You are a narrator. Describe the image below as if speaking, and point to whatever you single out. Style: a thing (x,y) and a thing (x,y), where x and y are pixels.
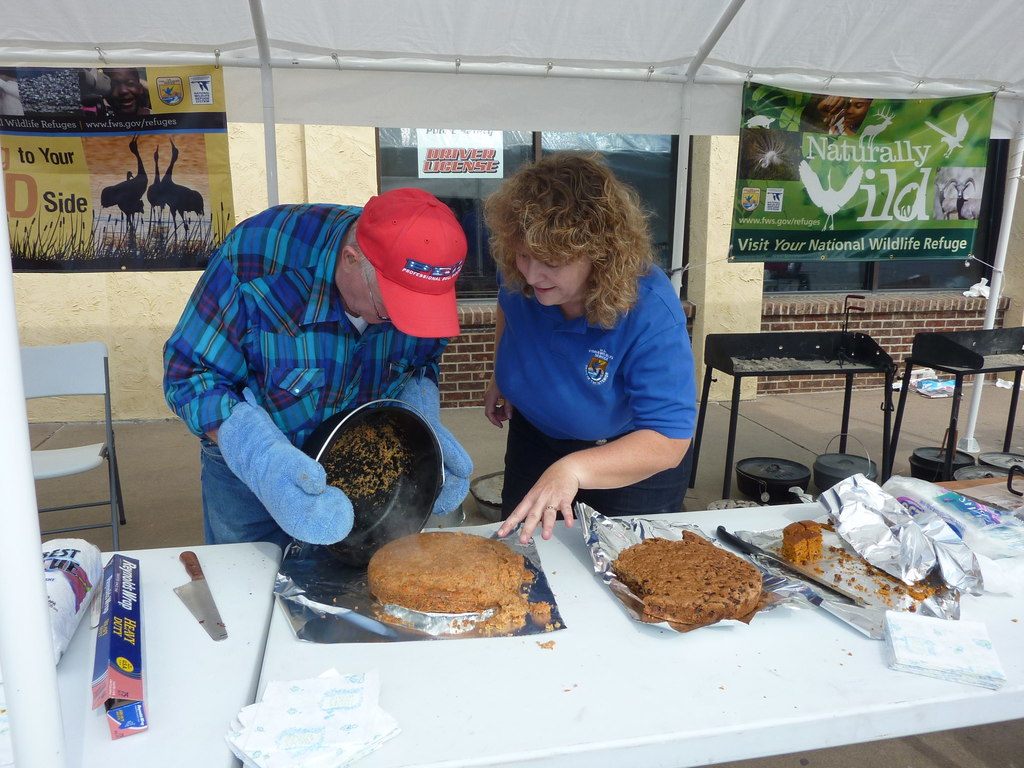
Here I can see two tables (586,701) on which some food items (717,577), boxes (116,588), knife (189,553), tissue papers (893,645) and some other objects (492,623) are placed. Behind the table (218,607) there are two persons (284,365) standing and looking at the food item (505,568). The man (338,376) is wearing gloves (437,430) to the hand (445,470) and holding a bowl (347,487). On the right side (997,344) there are two more tables (967,374) and few pots (933,465) placed on the floor (737,440). On the left side (76,383) there is a chair (54,457). In the background (350,179), I can see a part of a building (715,183). There are few posters (464,176) attached to the glasses (639,148). At the top of the image (427,40) I can see a white color tent (555,32).
